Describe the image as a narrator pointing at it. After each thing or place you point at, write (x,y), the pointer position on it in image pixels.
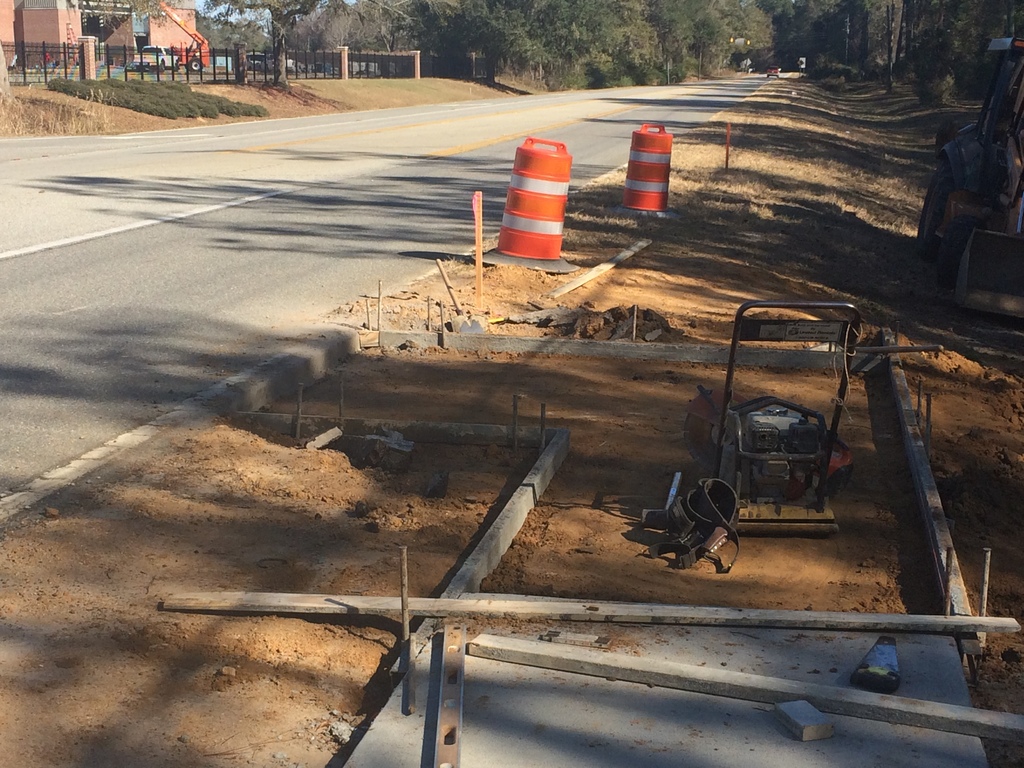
In this image we can see a machine (778,492), some wood pieces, cones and some tools (685,515) are placed on the ground (640,569). On the right side of the image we can see a vehicle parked on the ground (787,379). On the left side of the image (179,33) we can see a building (76,16), fence (59,45), crane (205,43) and a vehicle (164,68) placed on the ground (46,116). At the top of the image (1,88) we can see a group of trees (824,25).
